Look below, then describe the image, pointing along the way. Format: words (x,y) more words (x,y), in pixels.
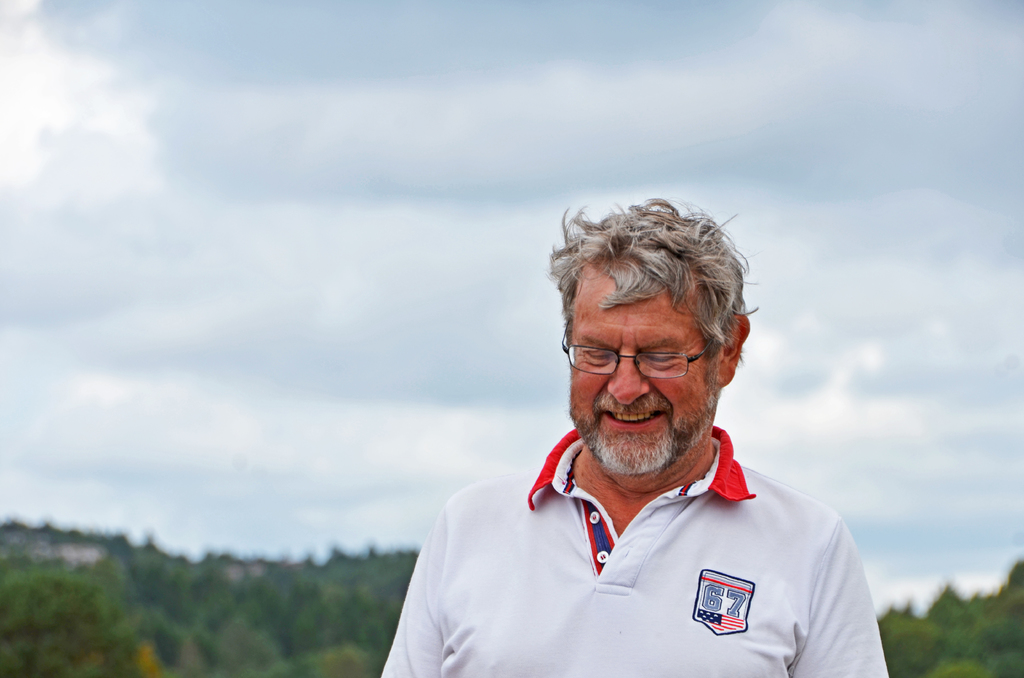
In this image we can see there is a person (664,495) wearing spectacles (648,364). In the background (267,425) we can see trees (64,582) and cloudy sky (283,318).
